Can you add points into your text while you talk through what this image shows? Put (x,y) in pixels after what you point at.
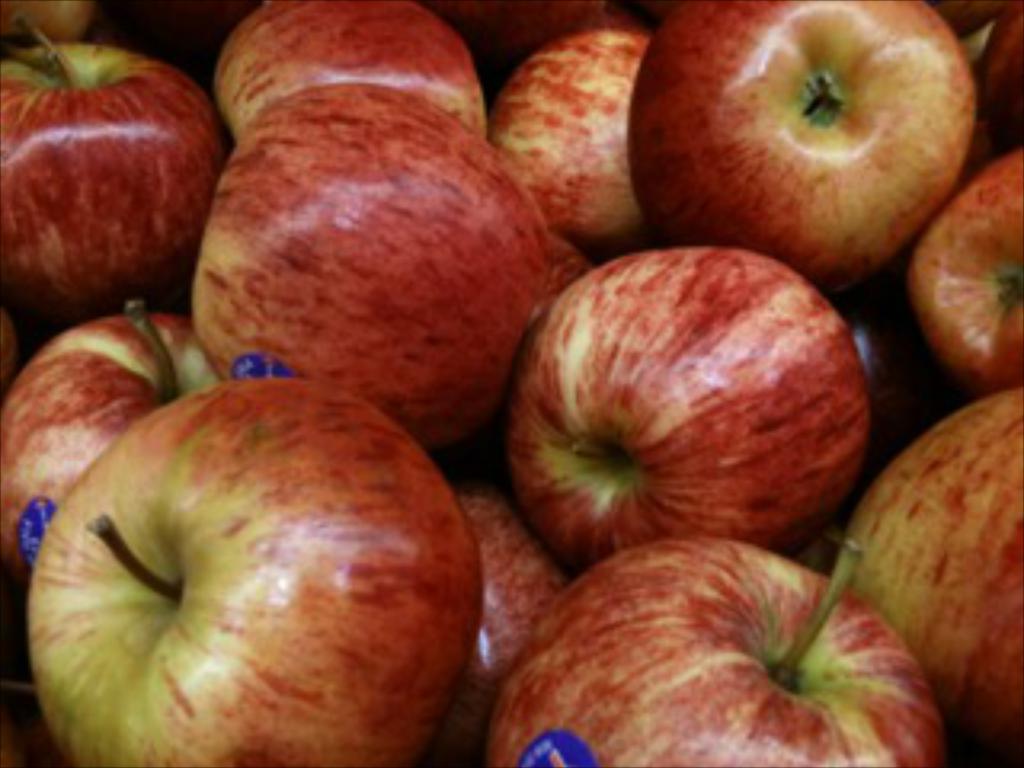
This is a zoomed in picture. In the center (482,265) we can see there are many number of apples (640,106) and we can see the blue color stickers (250,368) are attached to the apples (526,706).
